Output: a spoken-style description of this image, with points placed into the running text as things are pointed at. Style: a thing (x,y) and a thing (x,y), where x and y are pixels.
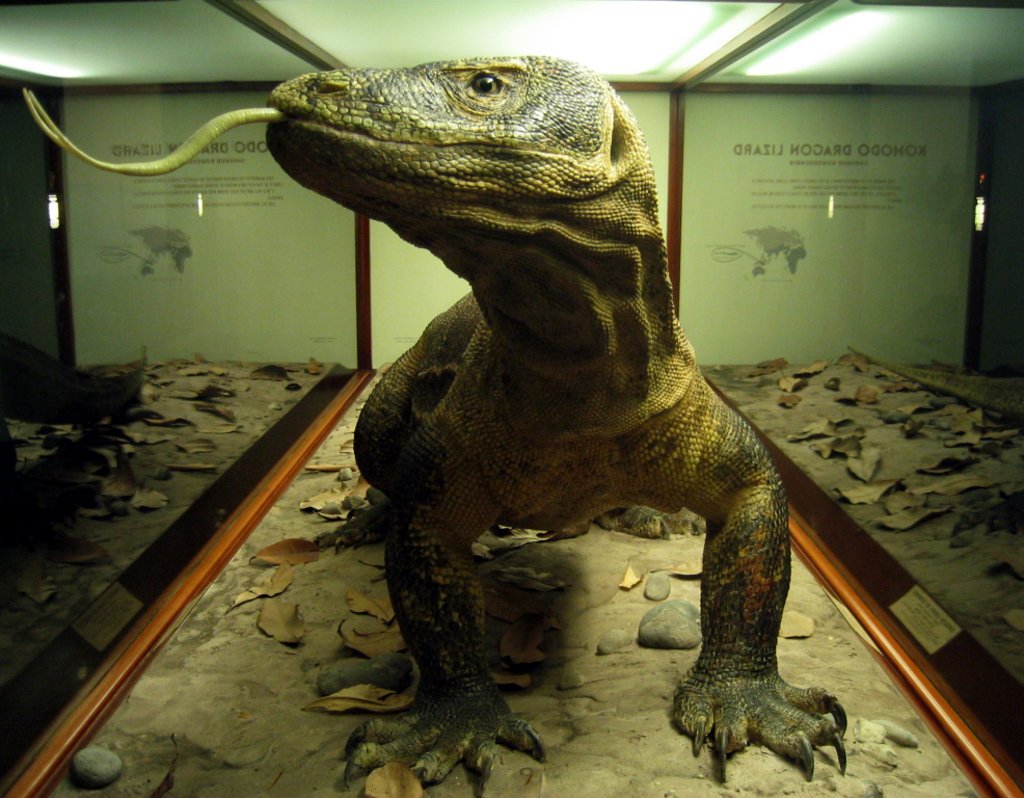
In this image there is a sculpture of an animal (452,233) inside a box (595,616).
